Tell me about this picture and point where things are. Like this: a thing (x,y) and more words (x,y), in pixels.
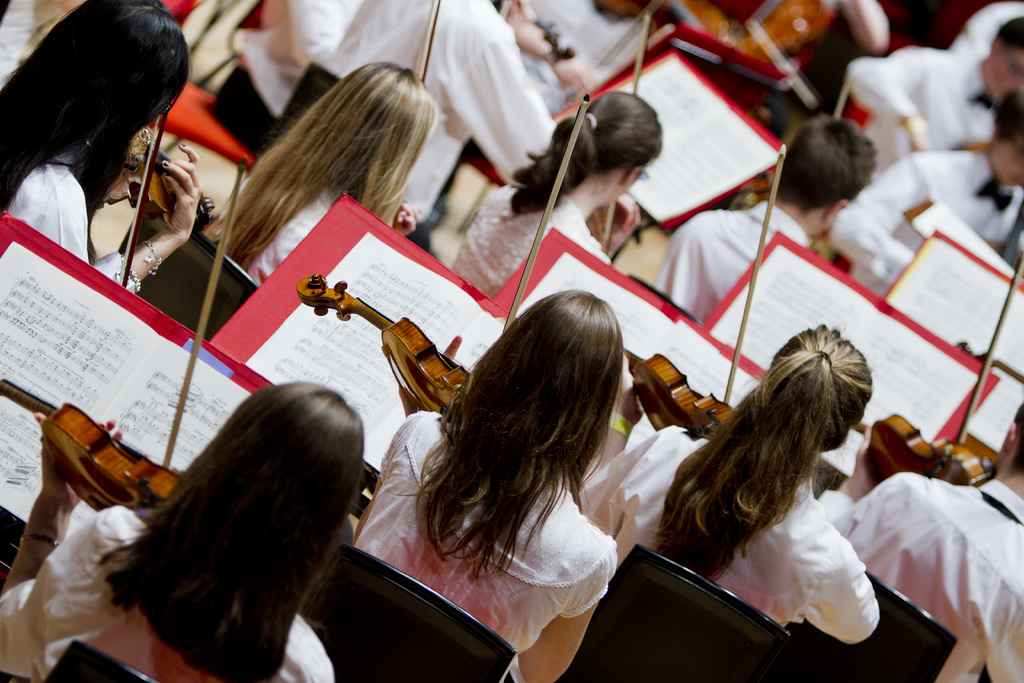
In this picture we can see few persons (443,163) sitting on a chairs (629,660) in front of books (287,323) and playing violin (890,448).
